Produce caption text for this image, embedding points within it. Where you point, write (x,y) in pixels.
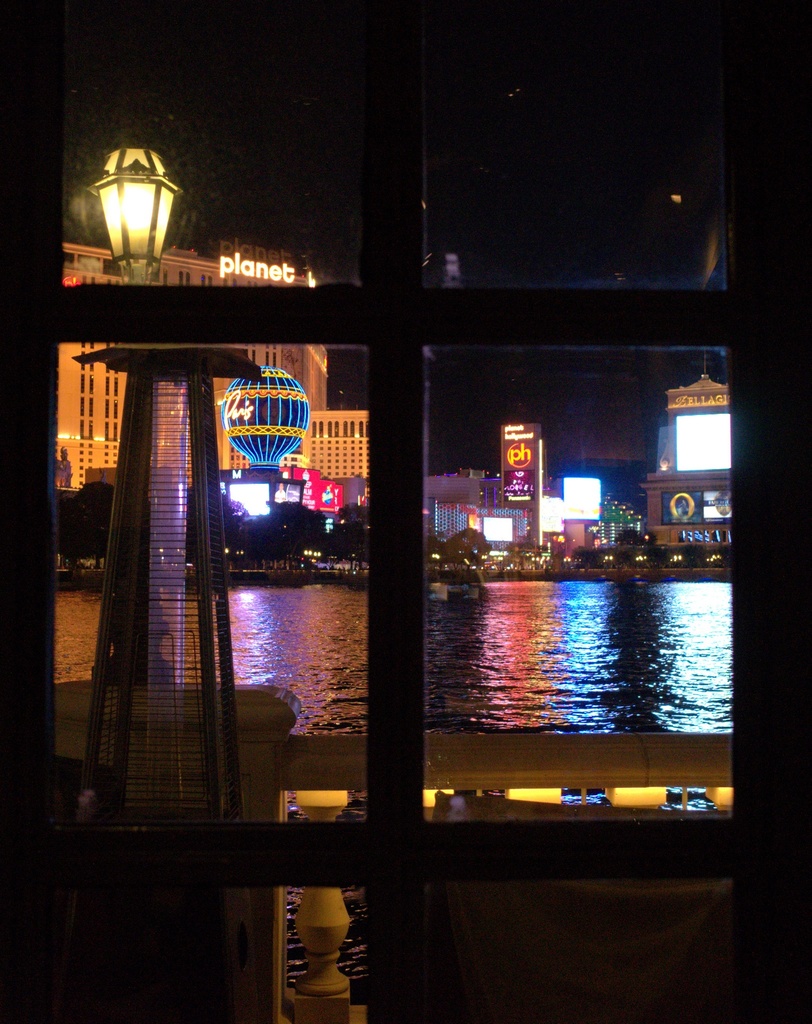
In this picture we can see water (612,636), buildings (670,530), hoardings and lights (238,407).
